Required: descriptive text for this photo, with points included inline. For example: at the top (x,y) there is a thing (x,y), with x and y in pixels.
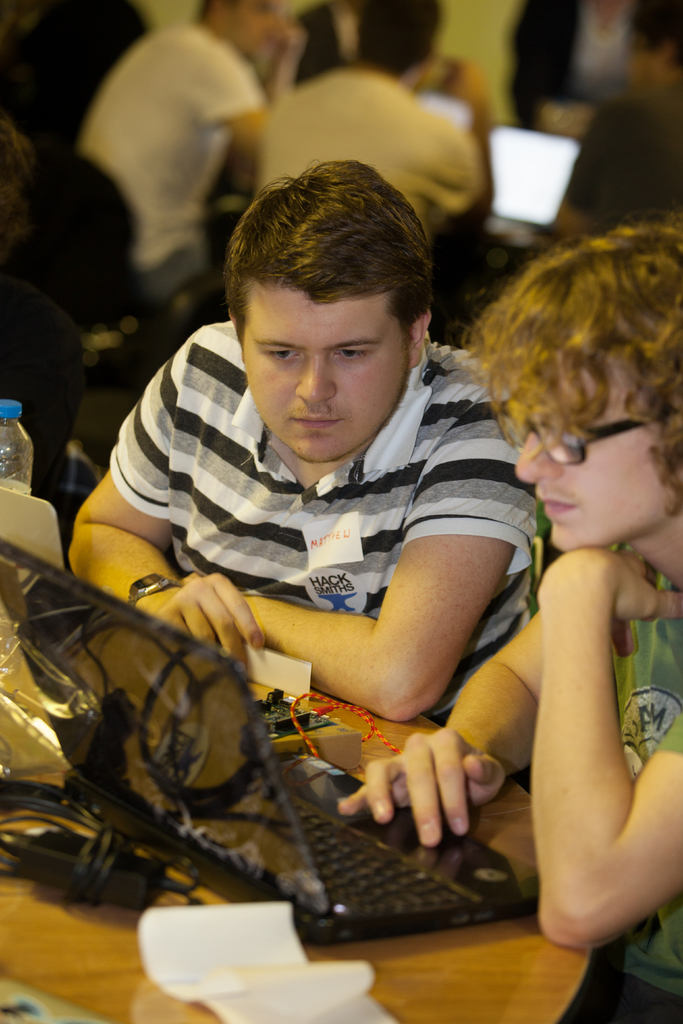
In the image we can see there are people (344,360) who are sitting on chair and on table (413,739) there is keyboard (391,846), monitor (39,638), papers (208,908) and water bottle (26,489).
